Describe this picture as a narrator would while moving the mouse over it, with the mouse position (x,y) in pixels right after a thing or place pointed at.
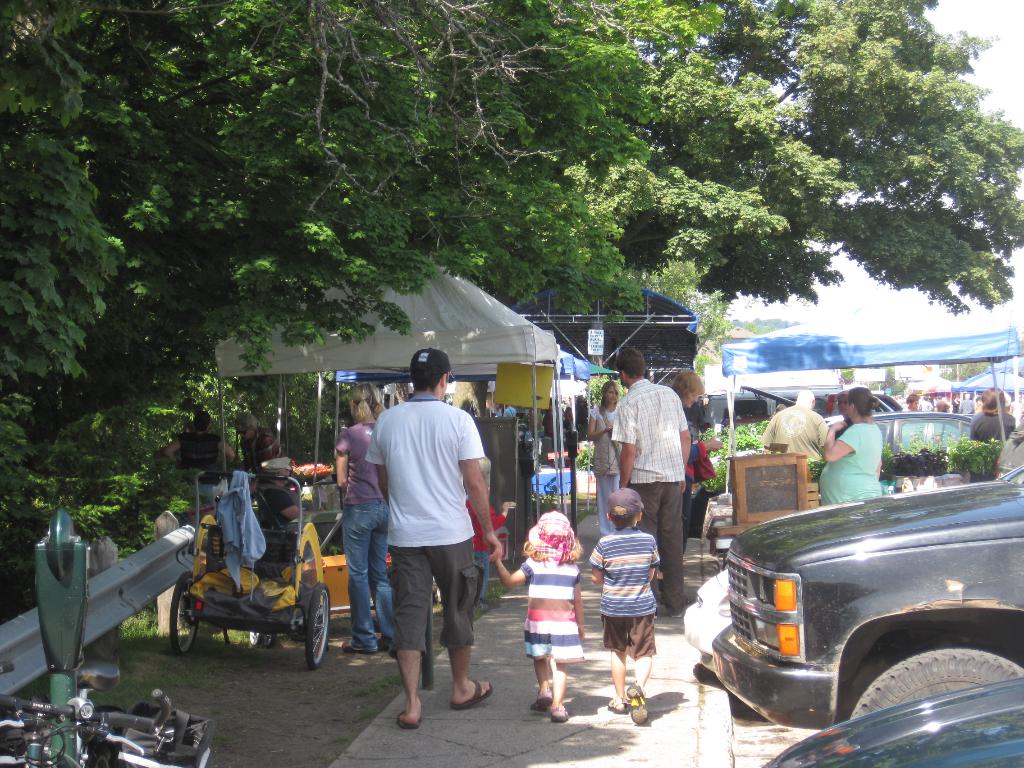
In this picture I can see few tents (816,363) and trees (588,216) and few people (634,435) are walking and a woman (858,493) standing and few vehicles (834,641) parked and a cloudy sky (937,15) and I can see few people (561,536) wore caps (615,504) on their heads (614,518).
